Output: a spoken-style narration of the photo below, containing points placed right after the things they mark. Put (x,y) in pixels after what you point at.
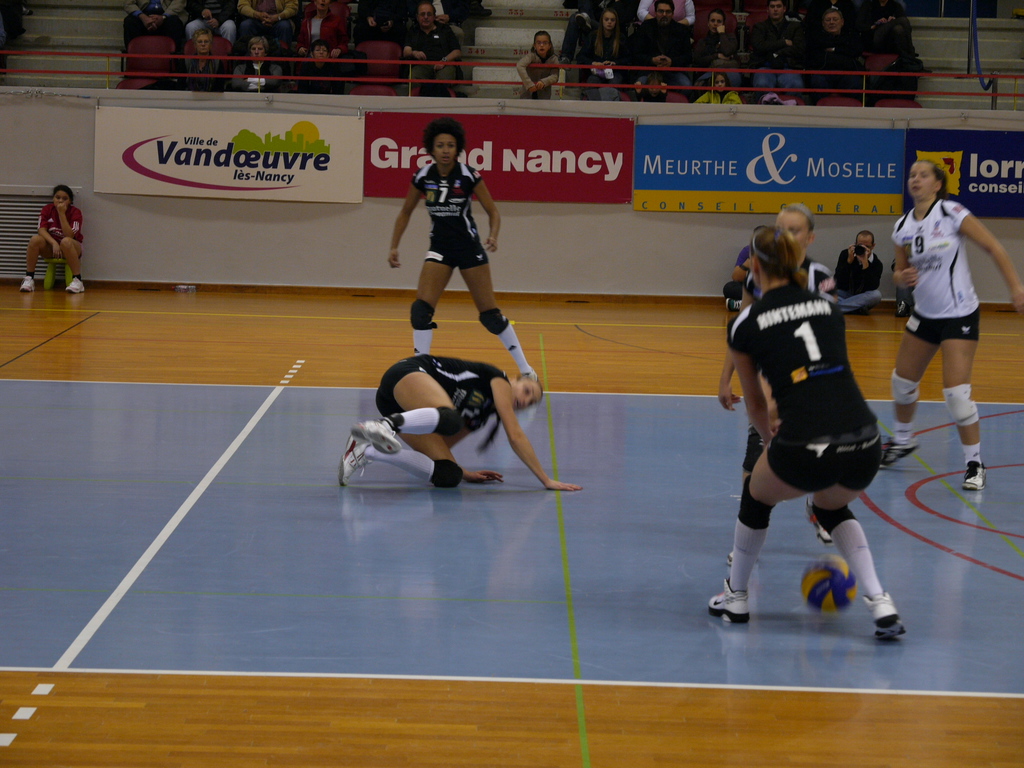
In this image I can see crowd (643,48) visible at back (676,48) side of fence (58,172) at the top (712,91), in front of fence (87,212) I can see a woman (78,241) sitting on stool (46,268) on the left side (44,229) and there are few persons (958,215) playing a game on the floor (452,496) and a ball (849,593) visible on the floor (420,511) and a person (854,257) holding a camera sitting on floor (880,329) in front of fence (859,217).
